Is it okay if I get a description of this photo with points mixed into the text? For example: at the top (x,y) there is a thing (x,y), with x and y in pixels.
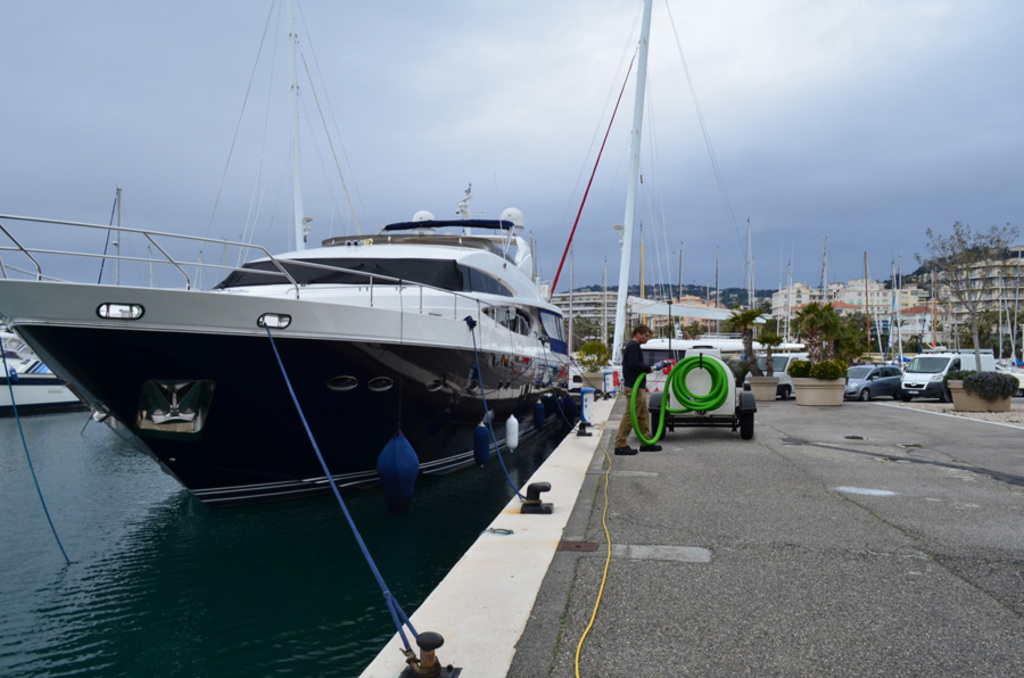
On the left side of the image (247,624) there is water (269,518). On the water (296,508) there is a ship (428,326) with poles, ropes (308,62) and glasses (359,264). On the right side of the image (849,649) there is a road (699,466) with a man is standing and also there are few plants (843,368), poles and buildings (616,294). At the top of the image (650,195) there is a sky (420,151).
